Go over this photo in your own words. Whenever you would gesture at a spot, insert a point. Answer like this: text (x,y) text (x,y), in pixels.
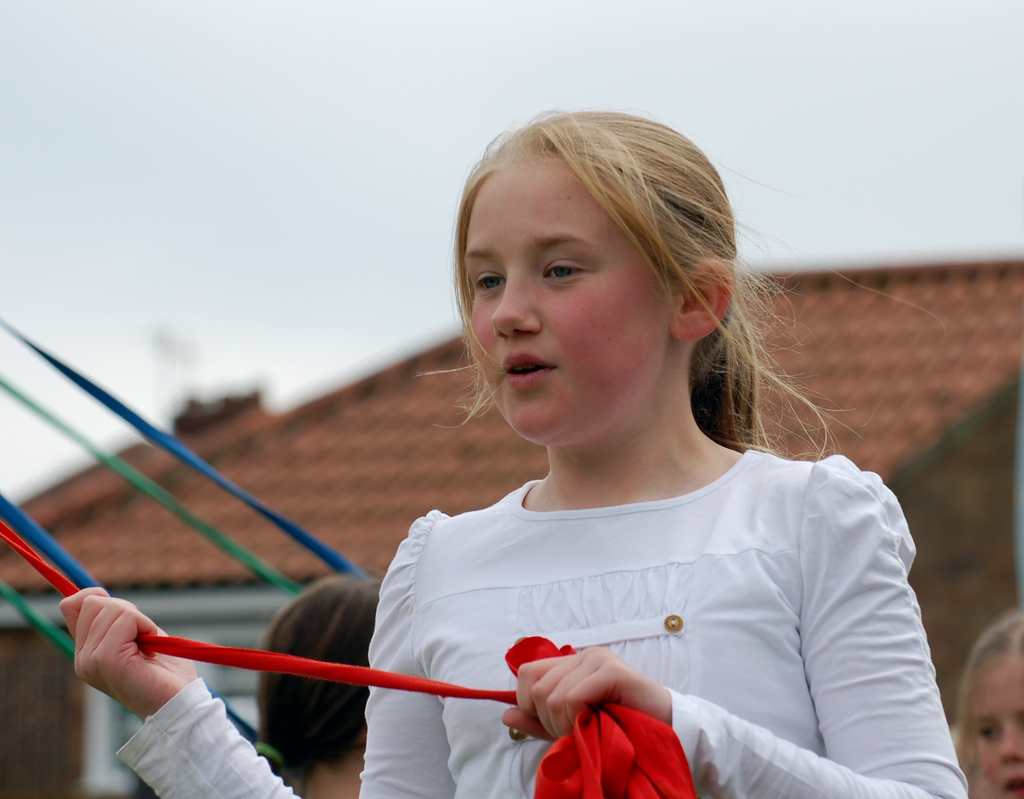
This image is taken outdoors. At the top of the image (254,158) there is the sky (845,154). In the background (955,467) there is a house (903,361) with a roof (331,513) and a wall (69,731). There are two kids (1016,722) and there are a few ribbons (56,578). In the middle of the image (553,487) a girl (568,558) is standing and she is holding a ribbon (636,758) in her hands (101,646).
